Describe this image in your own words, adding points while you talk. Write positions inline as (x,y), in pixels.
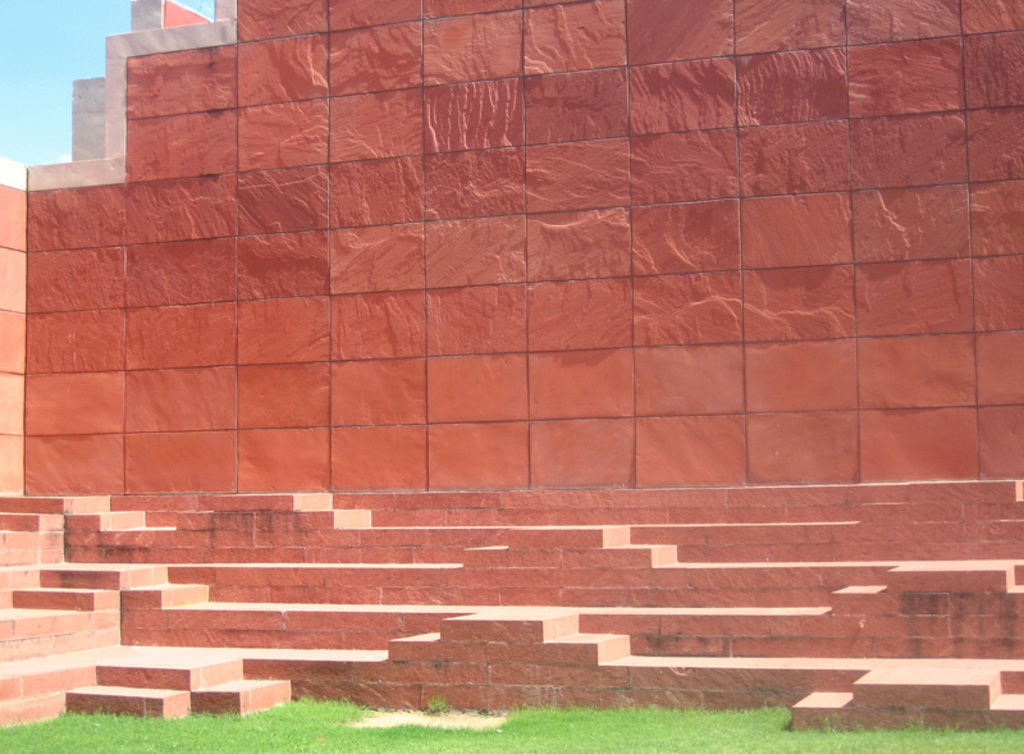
In this image, we can see a wall (458,375) and there is green grass (628,744) on the ground (643,714).
